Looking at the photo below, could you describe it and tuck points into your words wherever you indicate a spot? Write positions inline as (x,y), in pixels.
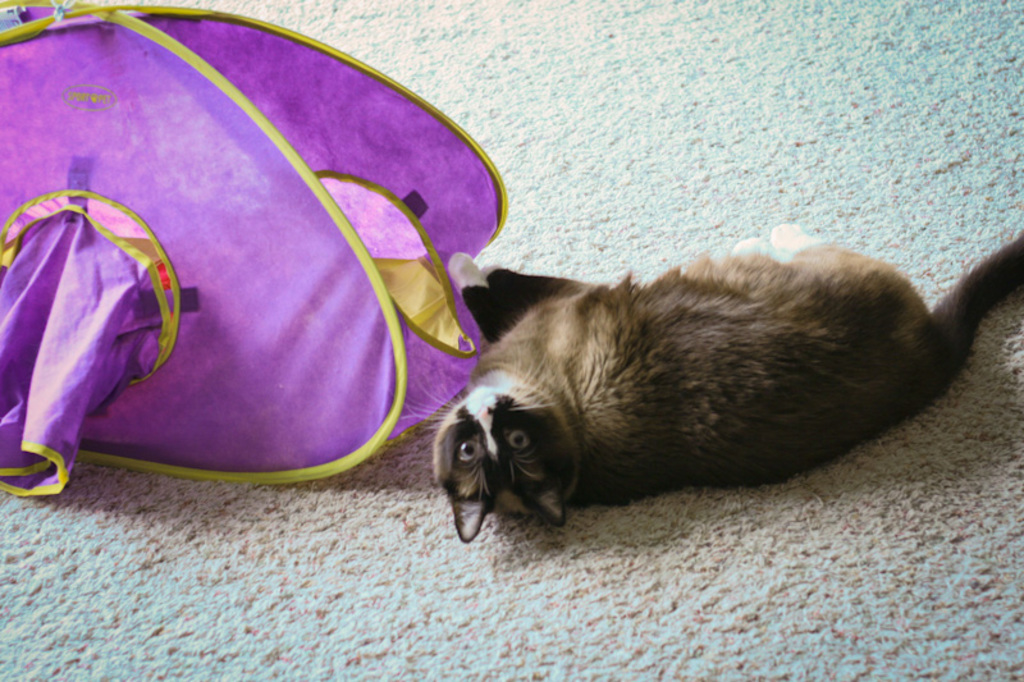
In this image there is a cat (577,437) lay on the mat (684,580). Beside the cat (535,395) there is a cat house (259,220).
